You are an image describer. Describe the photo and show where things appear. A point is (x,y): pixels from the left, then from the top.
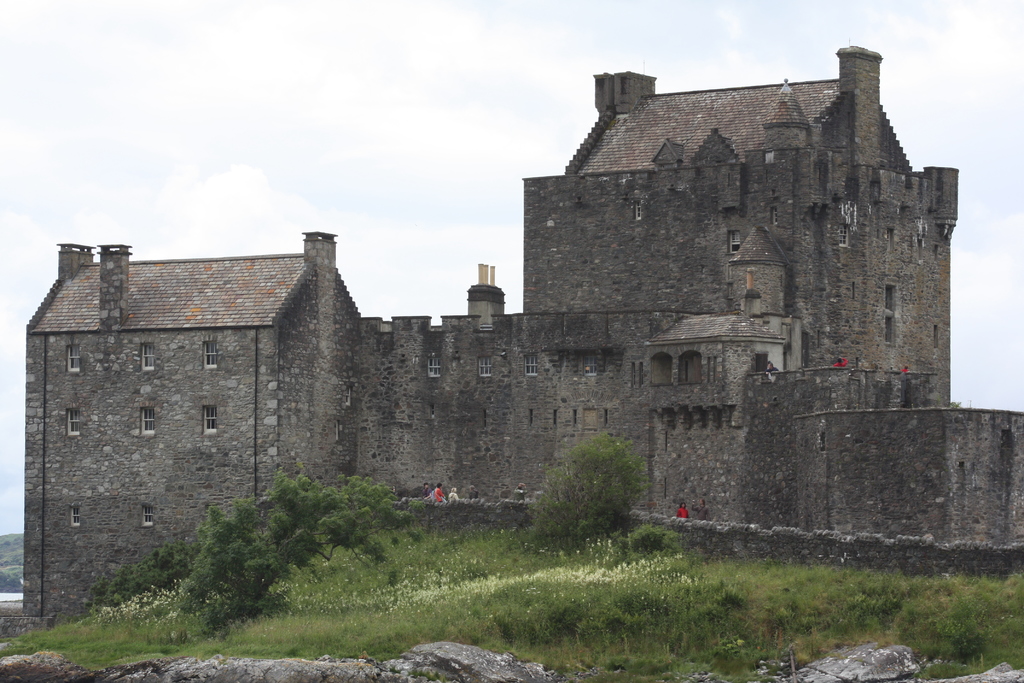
This image consists of a building (246,475) along with windows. At the bottom (294,626), we can see rocks (357,662), plants (578,600) and green grass (370,625). And there are few persons (680,505) in this image. At the top (419,109), there are clouds (225,88) in the sky (151,173).
